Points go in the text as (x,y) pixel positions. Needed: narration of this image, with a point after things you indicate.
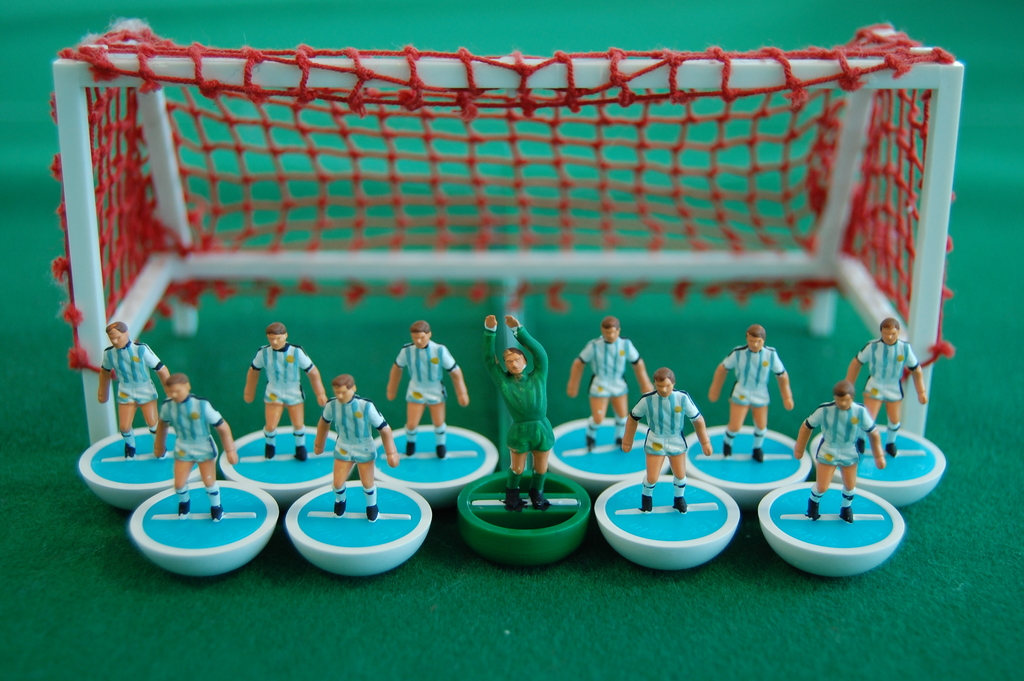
In this image there are miniatures of football players (417,405) and a goal post (403,277).
